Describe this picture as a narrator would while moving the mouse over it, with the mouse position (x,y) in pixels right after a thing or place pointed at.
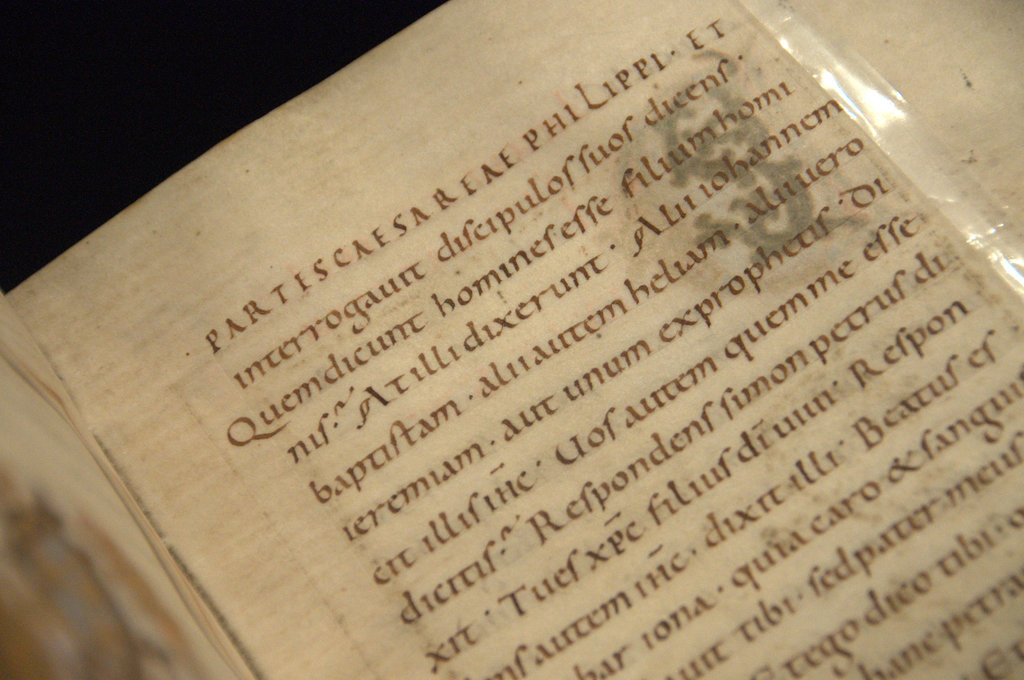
In this image we can see a book (473,351) placed on the table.
